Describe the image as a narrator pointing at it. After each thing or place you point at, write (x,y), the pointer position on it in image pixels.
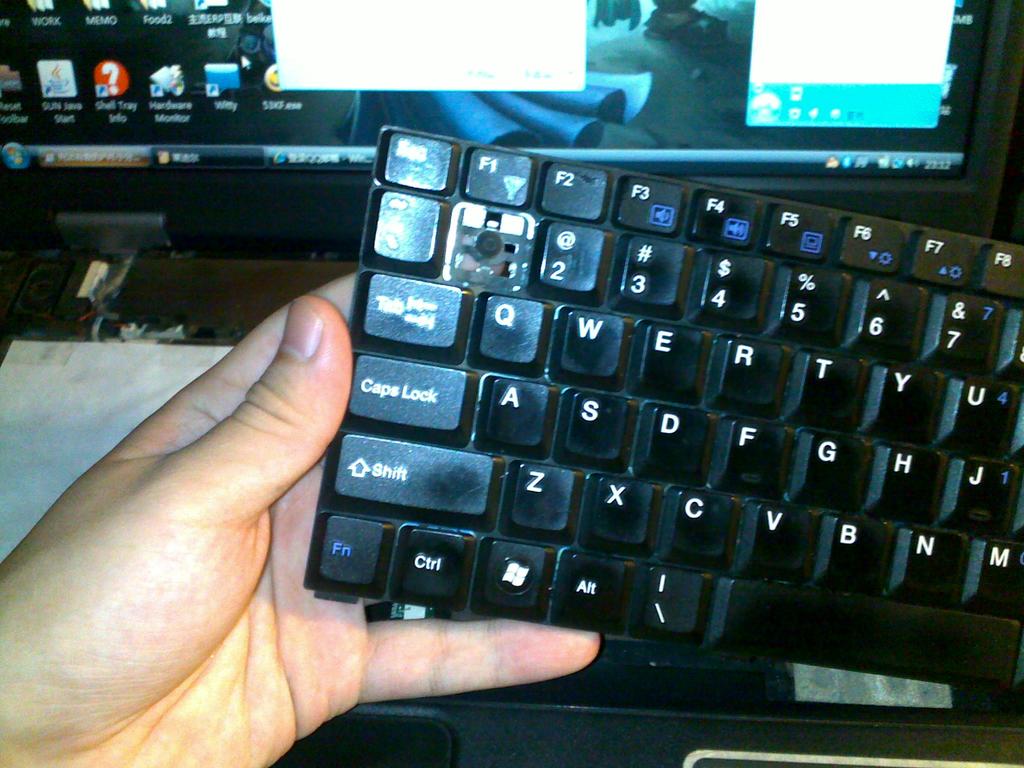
In this picture we can see the person hand (78,575) holding the black keyboard (463,592). Behind there is a computer screen (216,63).
